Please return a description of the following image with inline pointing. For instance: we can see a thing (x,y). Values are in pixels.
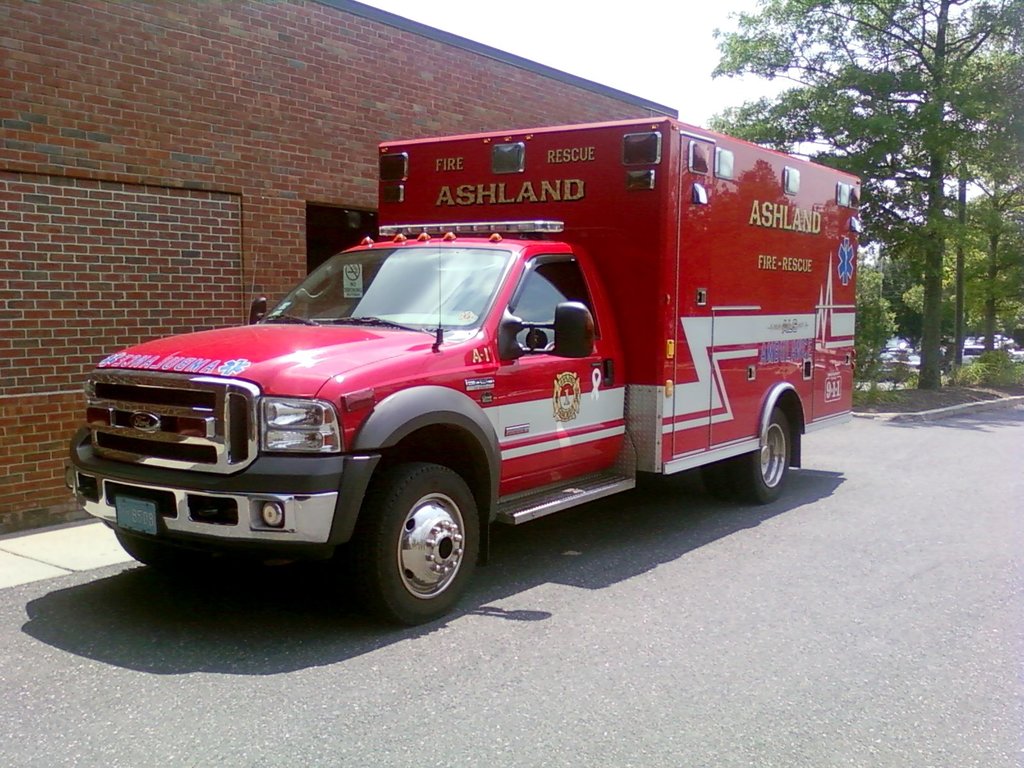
This picture is clicked outside the city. In this picture, we see a vehicle (422,191) in red color is parked on the road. Beside that, we see a building (253,114) which is made up of brown color bricks (293,190). There are trees (920,192) in the background (818,116). At the top of the picture (684,101), we see the sky (688,46). At the bottom of the picture (718,649), we see the road (726,702).
